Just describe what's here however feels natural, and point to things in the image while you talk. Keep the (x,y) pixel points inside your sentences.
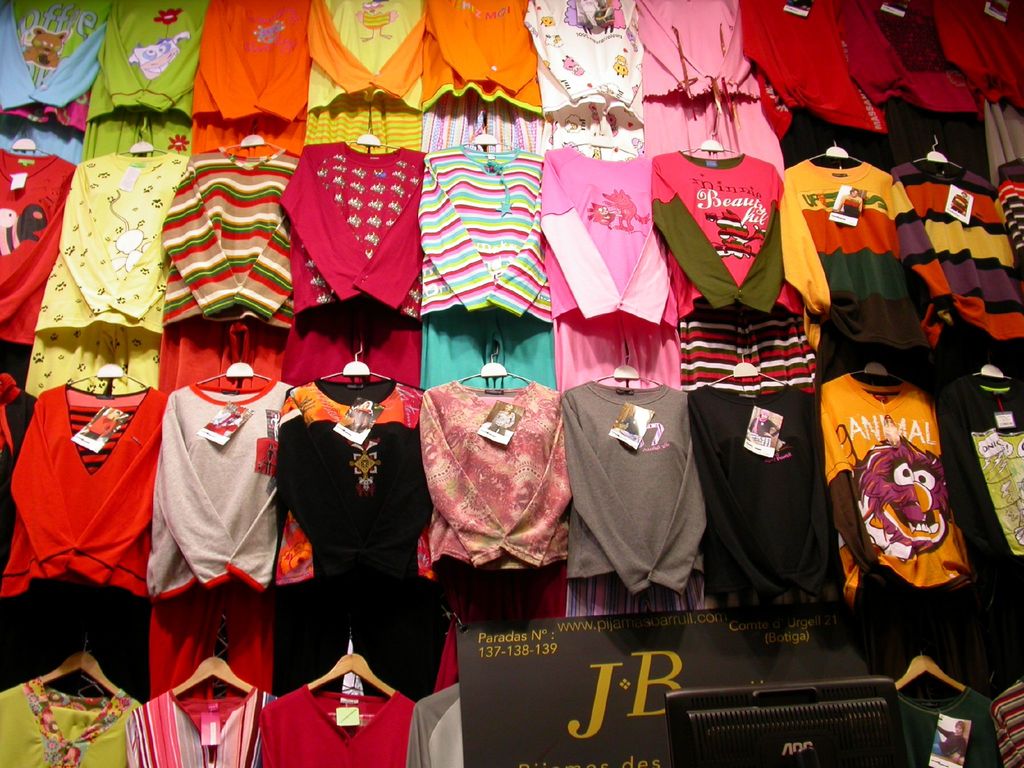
In this image we can see there are so many dresses (405,230) hanging to the hangers (488,144) and there is a desktop (732,705) and a board (664,672) at the bottom of this image (603,673).
